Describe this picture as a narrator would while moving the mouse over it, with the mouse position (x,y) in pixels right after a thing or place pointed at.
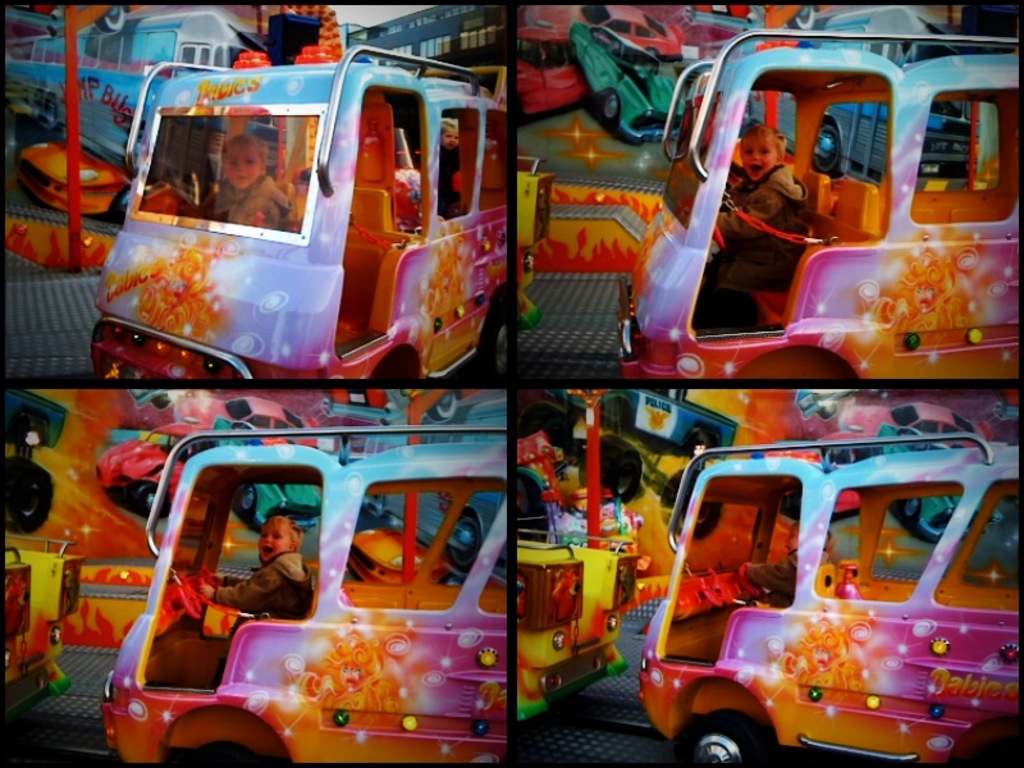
In the image we can see the collage photos. In it we can see the vehicles (341,223) and we can see a baby (256,186) sitting in the vehicle (174,226) and the baby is wearing clothes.
